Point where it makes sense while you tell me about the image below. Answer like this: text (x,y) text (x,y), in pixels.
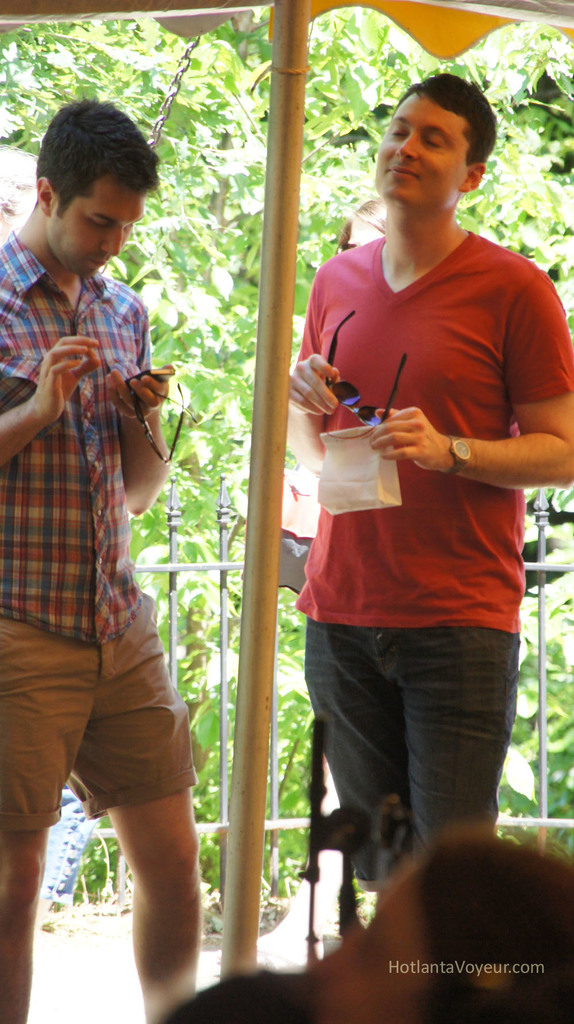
There is a person (501,288) in red color t-shirt (471,412), holding sunglasses (354,390) and an object (349,445) and standing in front of a pole (232,894), near another person (75,292) who is in short (44,680), holding mobile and other object (177,437) and standing. In front of them, there is watermark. In the background (40,38), there are trees (555,255) and there is fencing (172,597).
